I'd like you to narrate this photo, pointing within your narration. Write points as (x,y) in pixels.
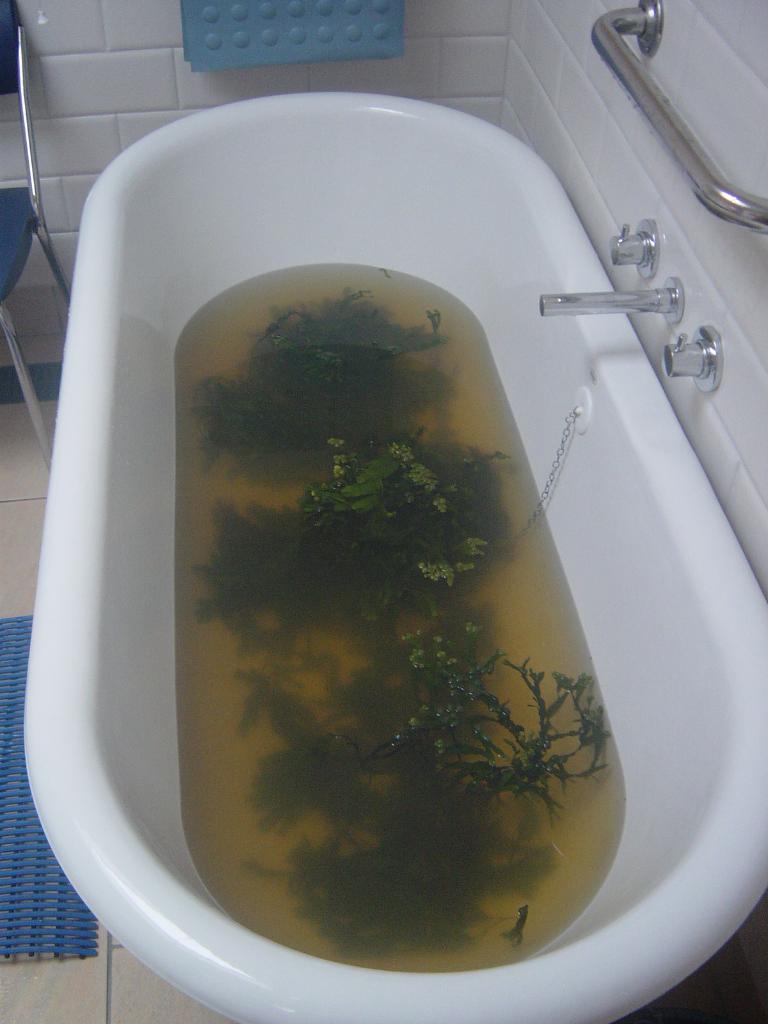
In this image I see the bathtub (350,146) in which there is water (495,676) and I see the plants (283,532) and I see the tap (648,310) over here and I can also see the wall (461,45), a iron rod (599,40) over here, a chair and a cloth (15,928) on the floor (19,1006).
